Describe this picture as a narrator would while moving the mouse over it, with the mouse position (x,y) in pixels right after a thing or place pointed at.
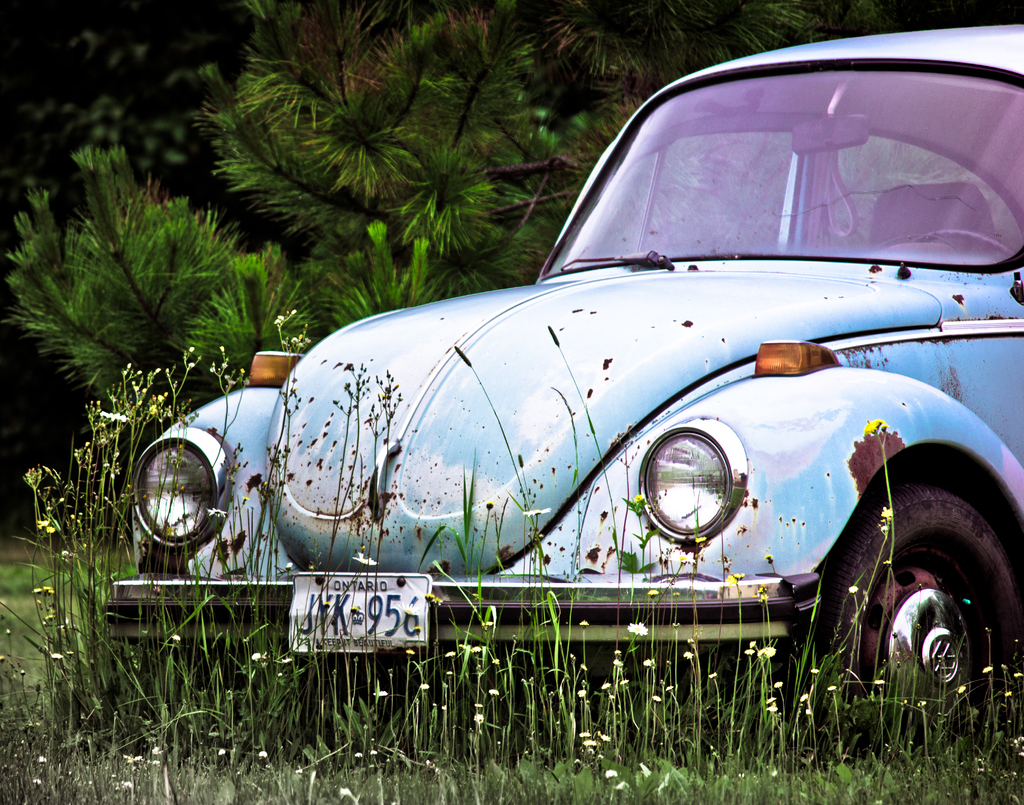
In this image there is a car (873,308) truncated towards the right (787,405), there is a vehicle registration plate (386,604) on the car (363,614), there are plants (174,701), there are flowers (613,697), in the background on the image there are trees (480,93).
